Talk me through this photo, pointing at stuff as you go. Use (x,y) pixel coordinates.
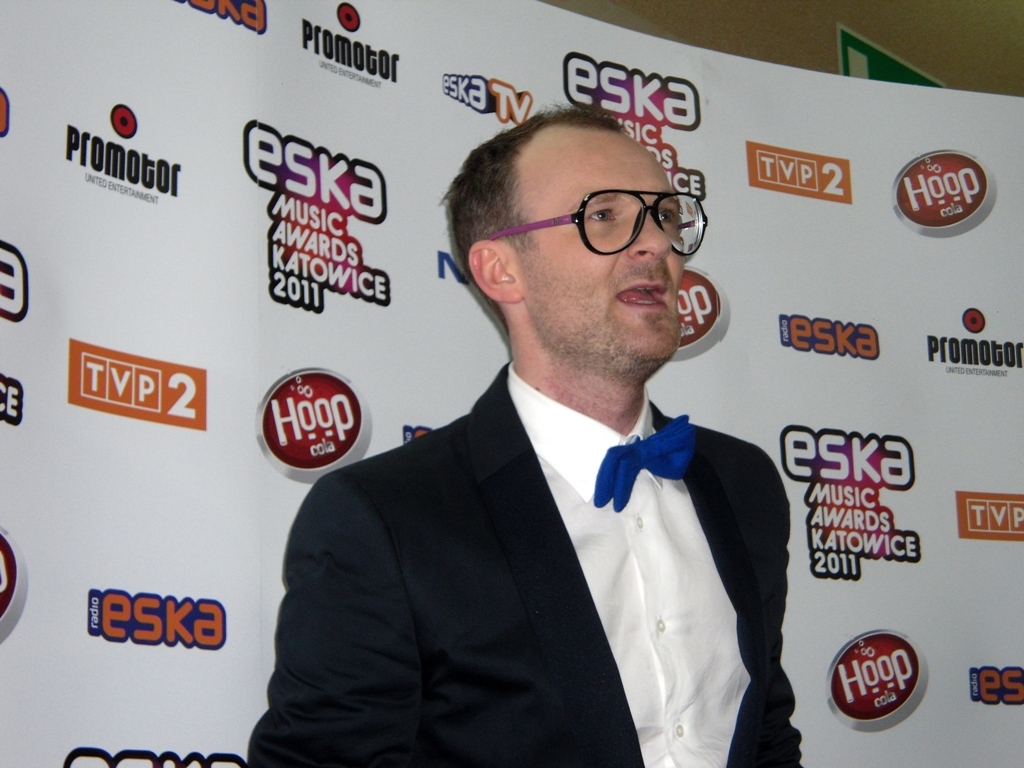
In this picture I can observe a man (478,529) wearing black color coat (413,585), blue color bow tie (627,492) and spectacles (593,236). Behind him there is a poster (803,365). I can observe some text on the poster (148,358). In the background (960,38) there is a wall (769,31).
